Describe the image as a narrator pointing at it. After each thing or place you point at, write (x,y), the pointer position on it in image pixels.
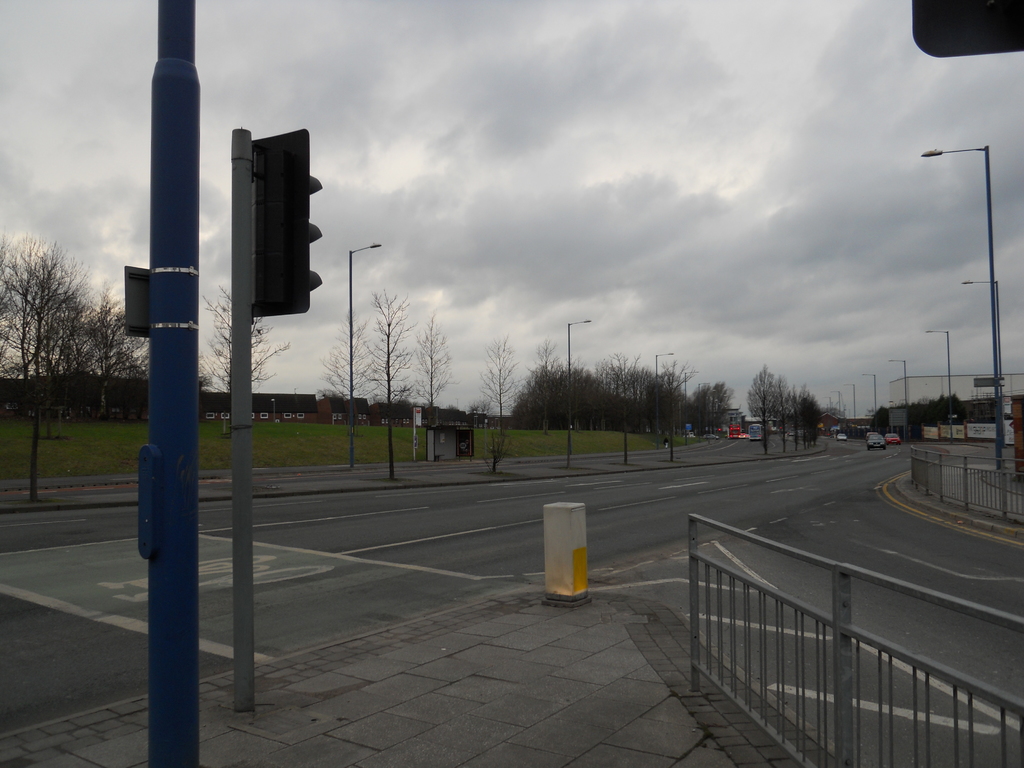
This is the road (596,494). I can see the traffic light (266,206) attached to the pole (250,240). These are the barricades (871,576). I can see the streetlights (948,378) and the trees (650,383). I can see few vehicles (878,445) moving on the road (864,456). This is the building (915,390). Here is the grass (302,446). This is the pole (177,539), which is blue in color.
